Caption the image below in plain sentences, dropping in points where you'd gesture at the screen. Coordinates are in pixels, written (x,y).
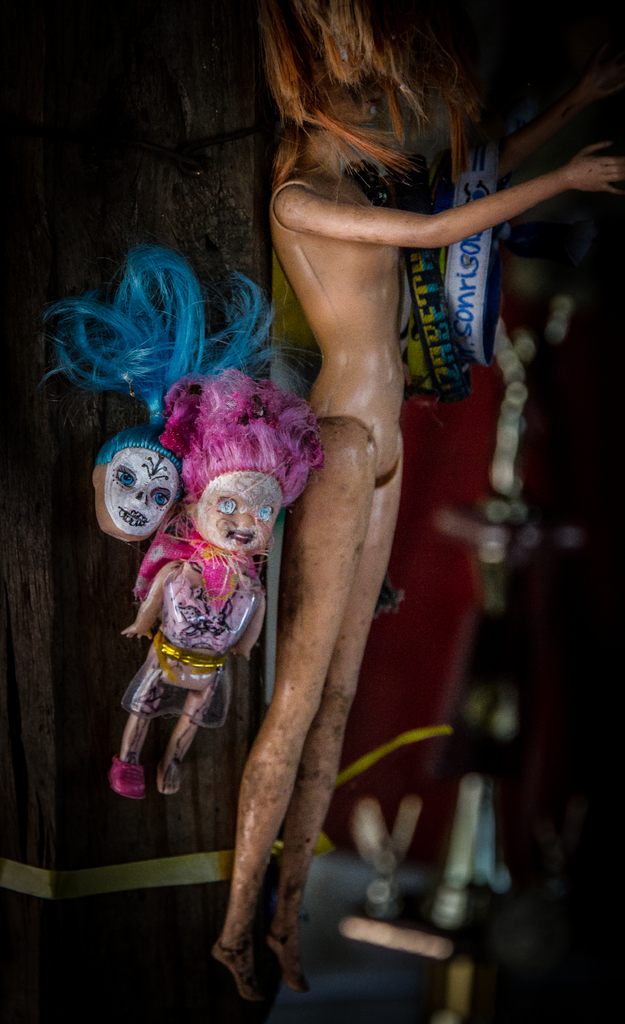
In the image in the center (391,493), we can see few toys (294,590) and banners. In the background (26,138) there is a wall (52,261) and a few other objects (398,631).
